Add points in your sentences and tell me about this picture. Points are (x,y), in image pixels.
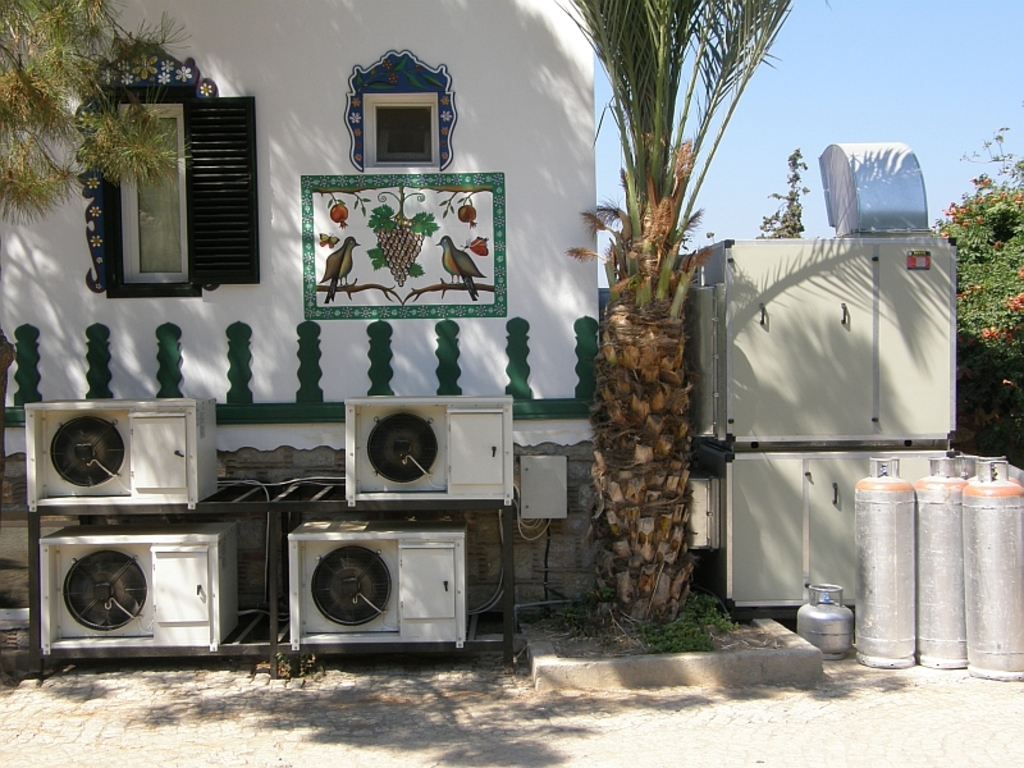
This is the outside view of a house (246,295), in front of the house (261,291) there are outlets (147,482) of air conditioner (208,464), beside them there is a tree (618,444), beside the tree (657,438) there are cylinders (940,524) and a generator (765,355), behind the generator (919,266) there are trees (961,234), on the house (308,266) there is a window (178,170).
